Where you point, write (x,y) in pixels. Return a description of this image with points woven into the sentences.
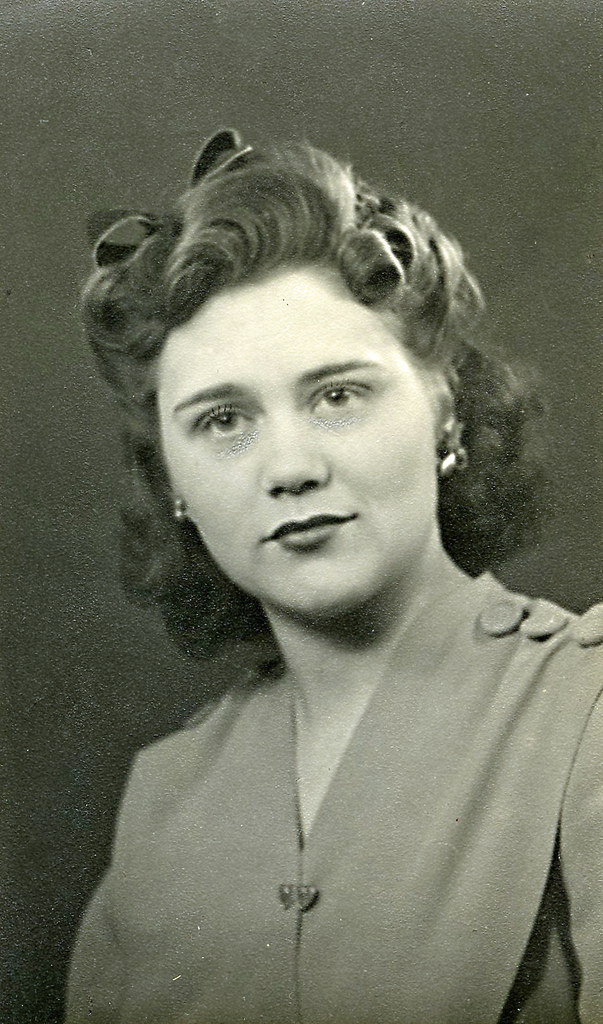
In this image we can see a lady (484,553). The picture is in black and white color.
